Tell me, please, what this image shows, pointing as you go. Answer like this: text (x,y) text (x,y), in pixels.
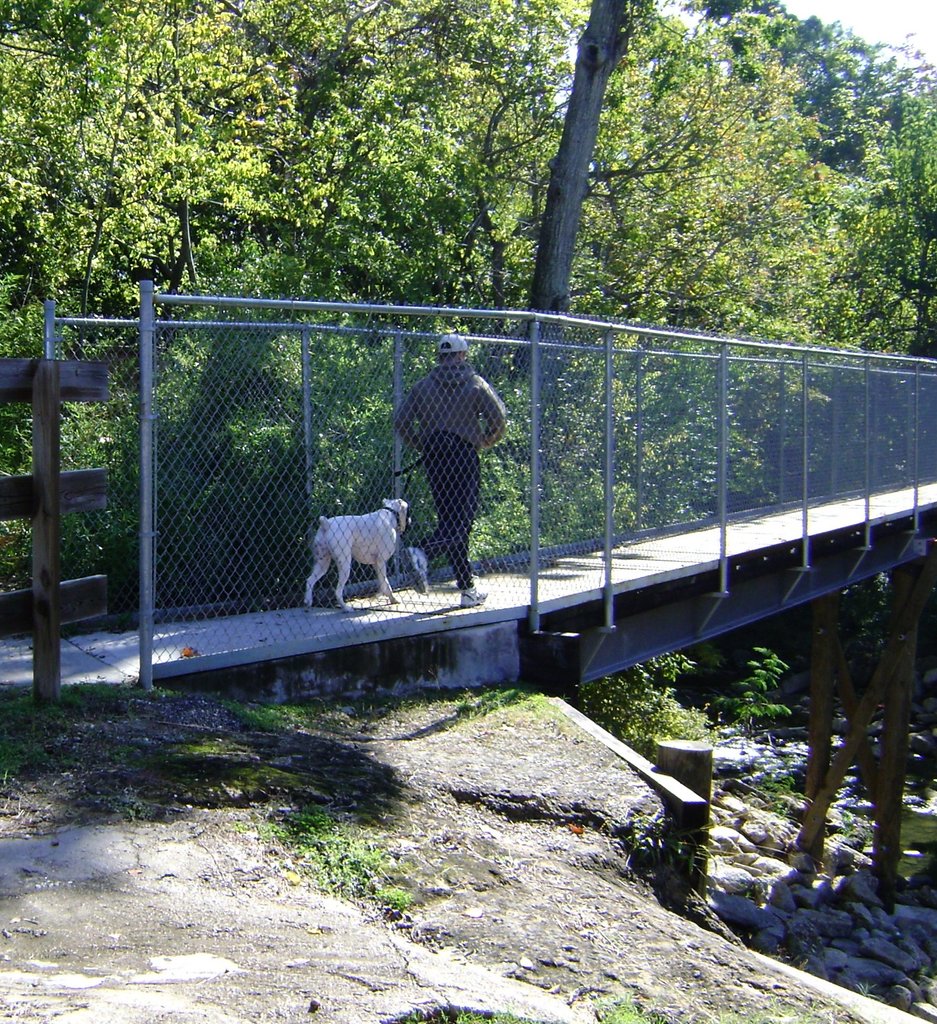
In this image we can see a person (460,448) walking with a dog (386,545) on the bridge (755,510) and there is a fence (221,556) and on the left side (311,167) there are few trees (647,169) and on the right side (766,878) there are stones (740,840).
